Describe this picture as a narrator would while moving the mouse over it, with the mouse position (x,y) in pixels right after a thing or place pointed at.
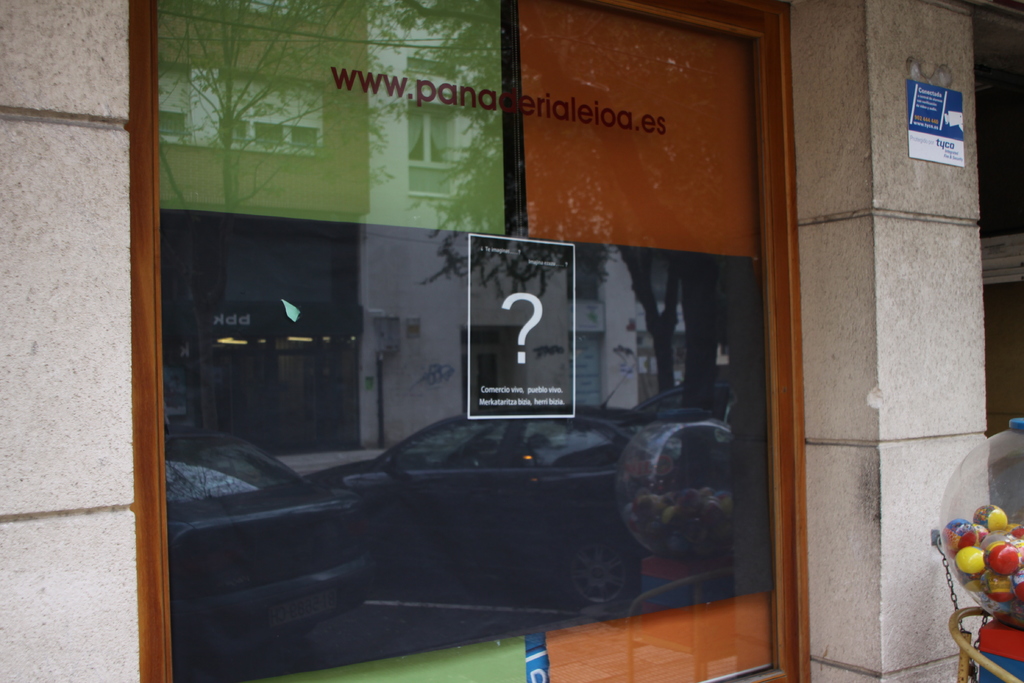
This is the picture of a building (863,378). In this image there are reflections (177,554) of buildings (623,372), trees (665,376) and vehicles (568,501) on the mirror (504,331) and there are objects (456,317) behind the mirror (538,376). On the right side of the image (978,585) there is an object (978,551). There is a poster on the wall (928,165). There is a text (558,400) on the mirror (490,108).
